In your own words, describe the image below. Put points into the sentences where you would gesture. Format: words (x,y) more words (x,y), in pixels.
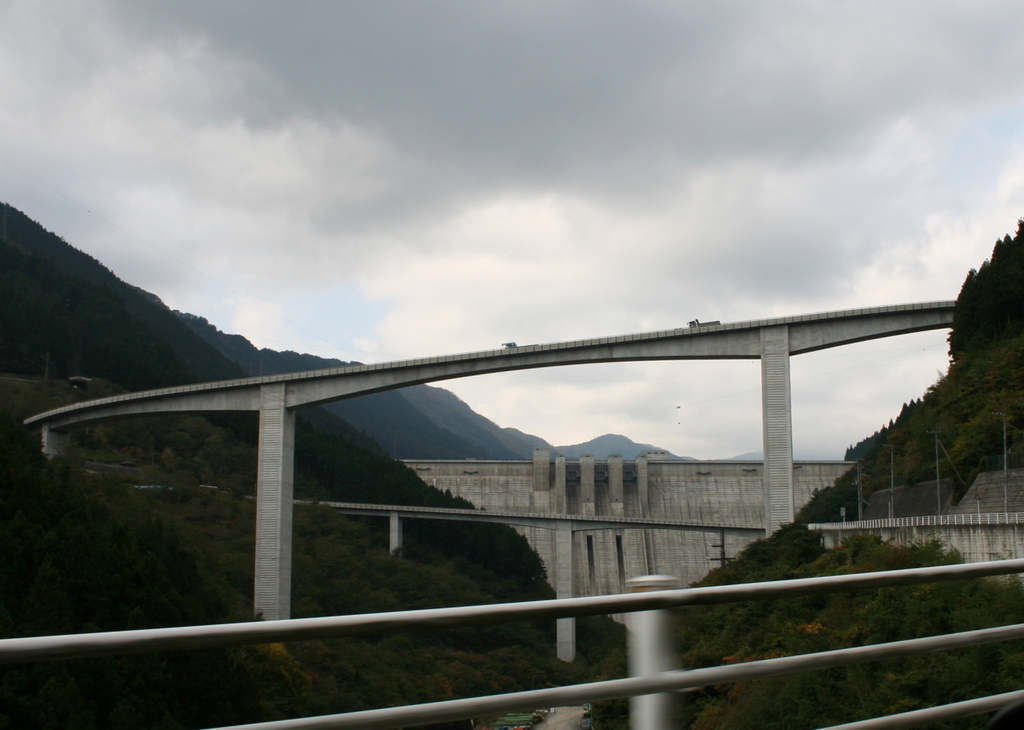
In this picture I can see there is a bridge (429,369) and I can see there are few vehicles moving on it. There are two mountains (805,621) and they are covered with trees (210,461) and the sky (591,212) is cloudy.
